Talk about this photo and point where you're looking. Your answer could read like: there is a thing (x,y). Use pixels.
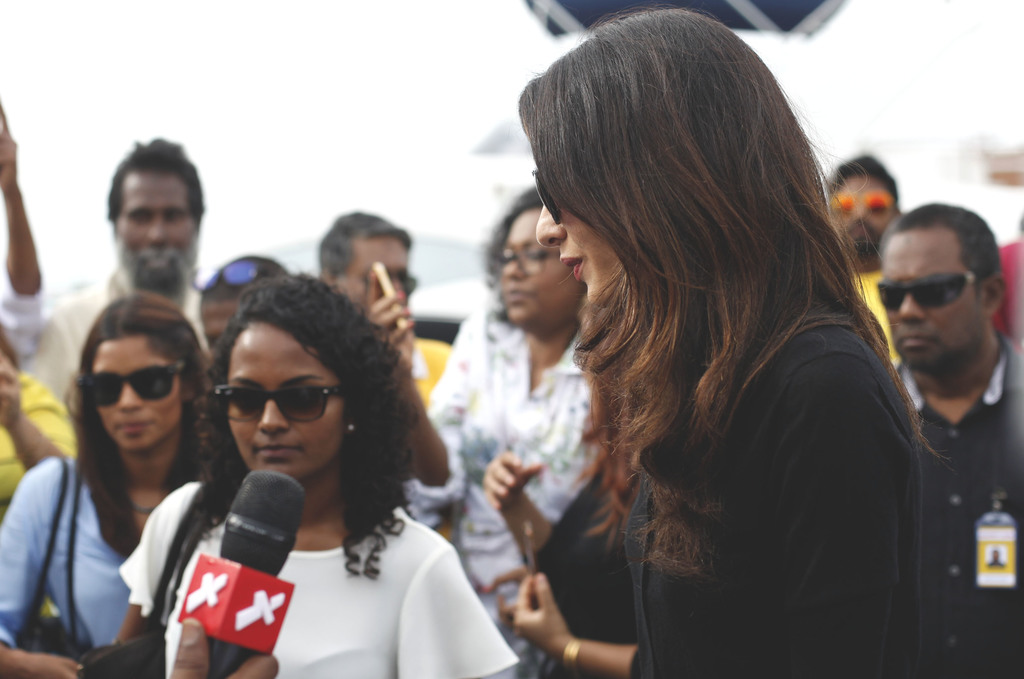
In front of the image there is a lady (673,317) with goggles (544,185). And she is standing. Behind her there are many people (553,382) standing. And there are few people (192,329) with goggles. On the left bottom of the image (238,628) there is a mic (223,660).
